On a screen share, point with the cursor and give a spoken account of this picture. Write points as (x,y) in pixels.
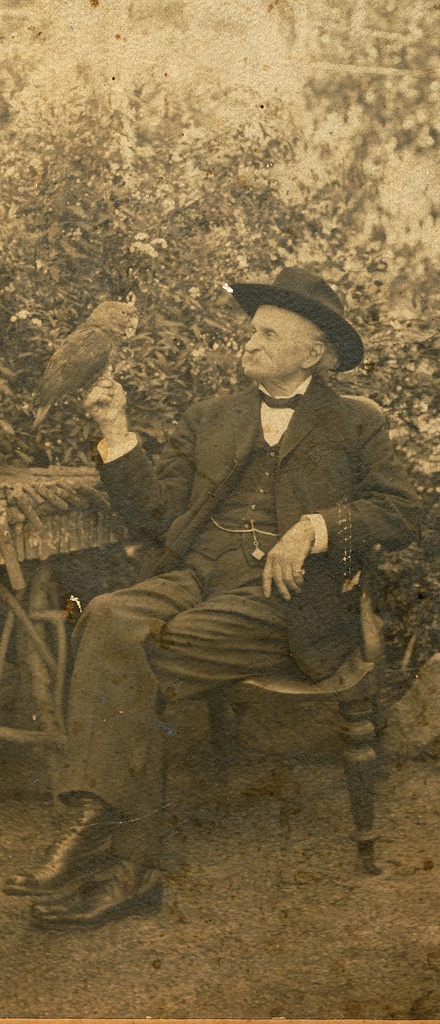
In this image, we can see a photo (305,553), in that photo (251,634), we can see a man (283,496) sitting on a chair (356,705), he is wearing a hat (333,321) and a coat (197,463).
